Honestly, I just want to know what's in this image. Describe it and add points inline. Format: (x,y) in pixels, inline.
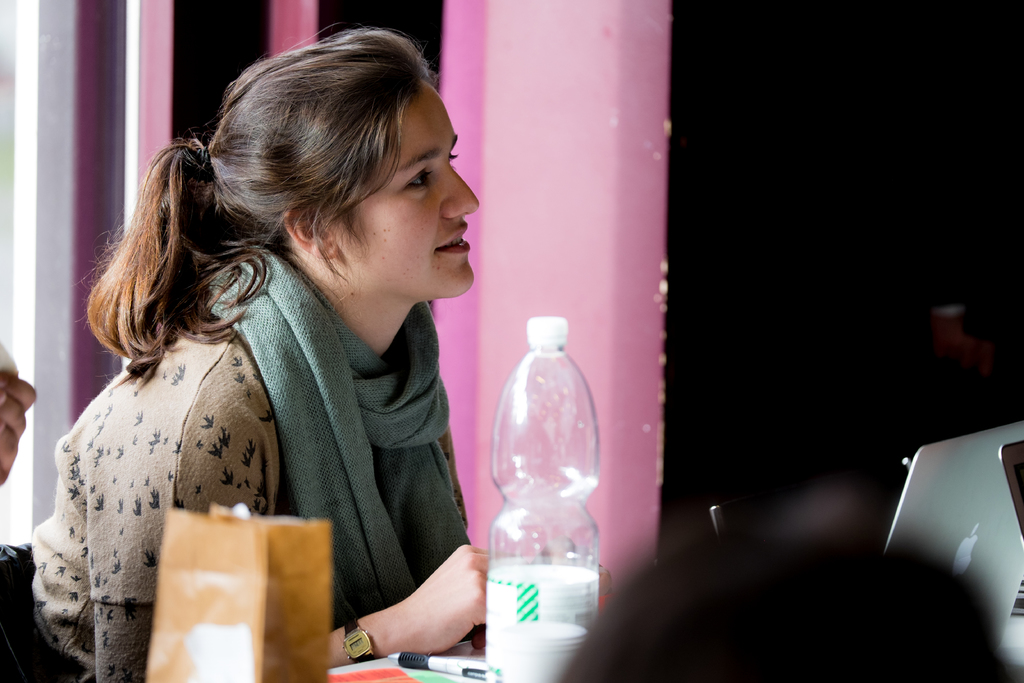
In the image there is a lady (315,414). She is wearing a scarf (343,428). At the bottom (435,658) there is a table (450,653) and we can see bottle (498,667), pen (417,668) and a packet (246,633) placed on the table (472,653). In the background (572,152) there is a curtain (585,137).
